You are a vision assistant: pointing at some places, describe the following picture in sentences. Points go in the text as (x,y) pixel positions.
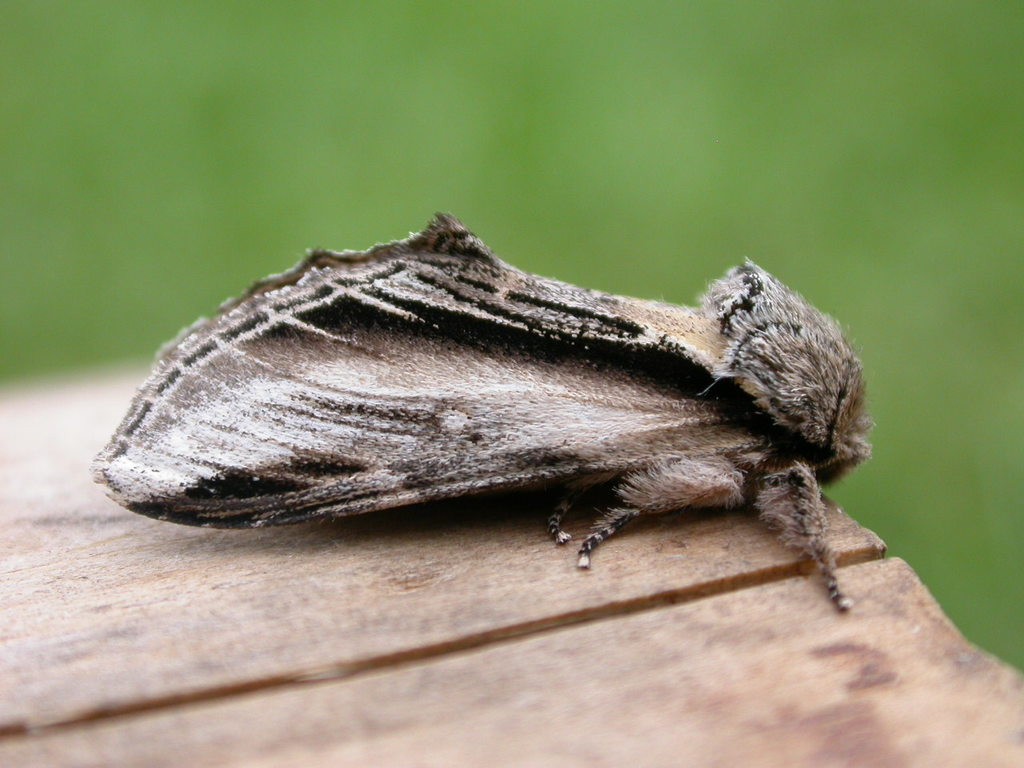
In this picture we can see an insect (425,298) on a table (857,749) and in the background (243,219) we can see green color.
